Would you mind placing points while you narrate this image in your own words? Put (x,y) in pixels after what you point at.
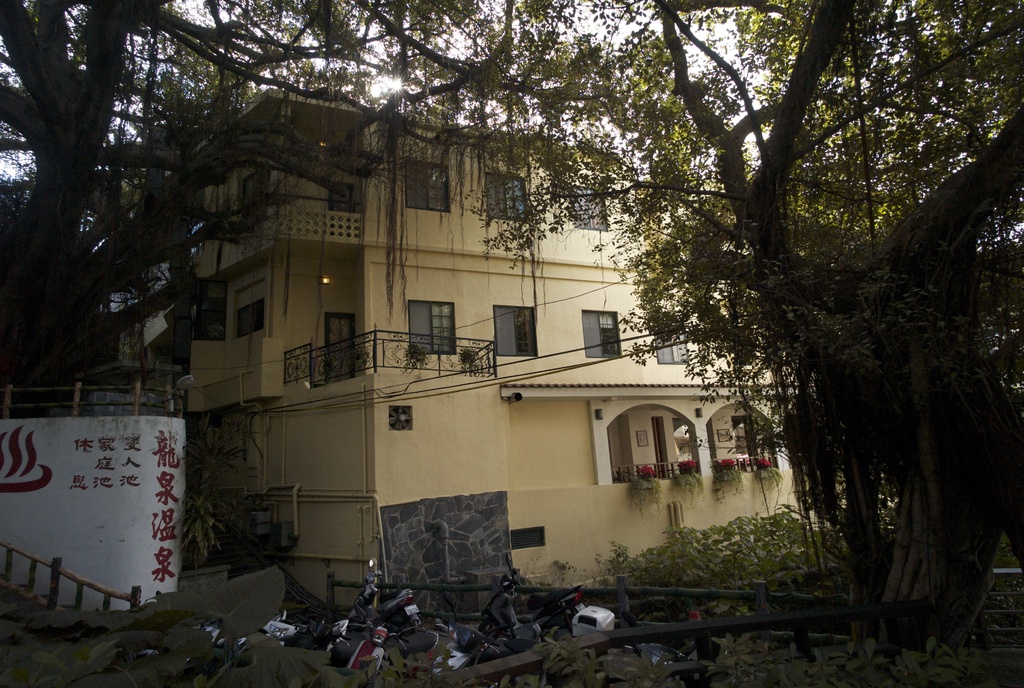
In this picture I can see a building (410,247), there are lights (325,275), plants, there are vehicles (681,672), there are trees (653,164), and in the background (376,31) there is sky (470,29).
